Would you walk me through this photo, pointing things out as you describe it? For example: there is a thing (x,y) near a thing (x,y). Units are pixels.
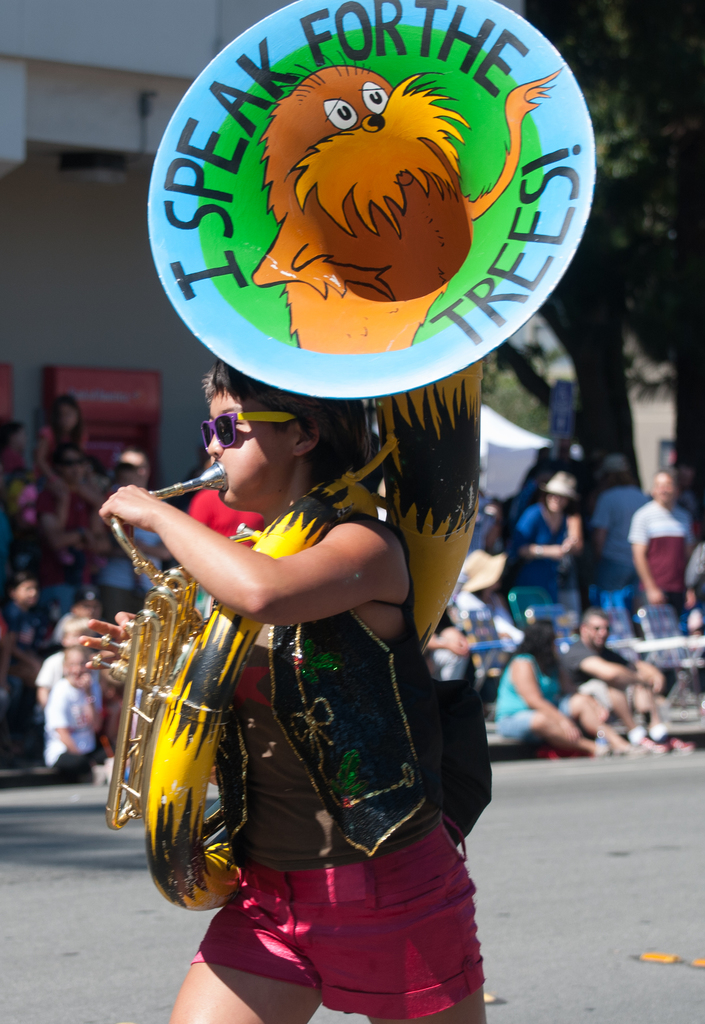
In this image we can see a person (274,662) wearing goggles (264,420). And the person (241,612) is playing a musical instrument (230,632). On the musical instrument (302,166) there is text (362,52) and a painting (348,235). In the background (145,464) there are many people (539,626). Also there is a road (603,836). And there are trees (559,292) and there is a building (132,285).
